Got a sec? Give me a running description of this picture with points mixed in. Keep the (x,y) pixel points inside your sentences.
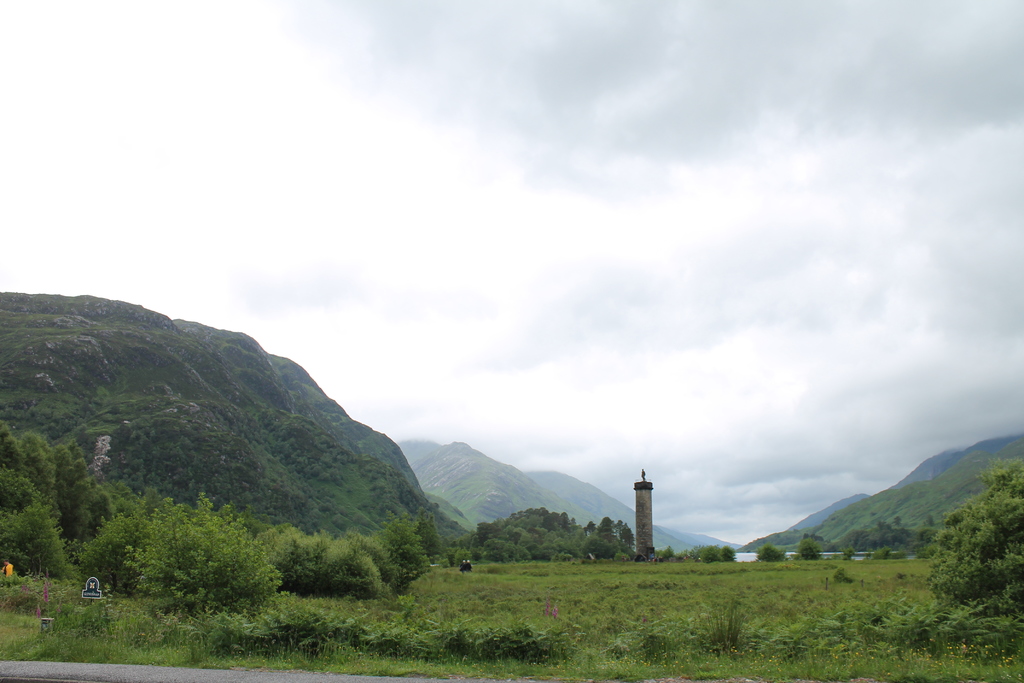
This image consists of mountains (25,390). At the bottom (586,602), we can see green grass (622,629) and plants (150,582). In the middle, it looks like a lighthouse (647,512). At the top (397,212), there are clouds (483,314) in the sky (448,328).
